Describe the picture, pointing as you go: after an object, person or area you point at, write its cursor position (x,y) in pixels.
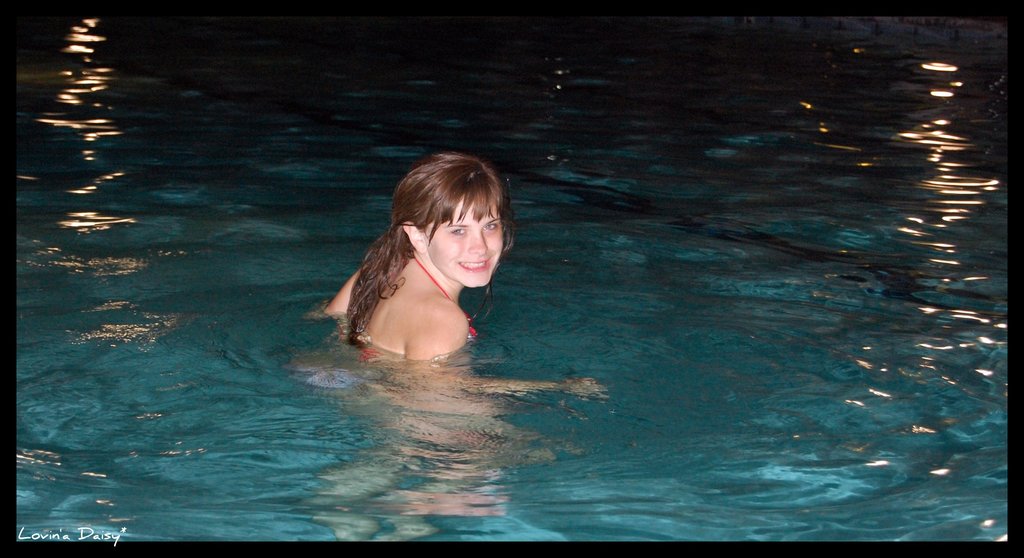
In this image we can see a woman (402,255) swimming in the water (534,346).
